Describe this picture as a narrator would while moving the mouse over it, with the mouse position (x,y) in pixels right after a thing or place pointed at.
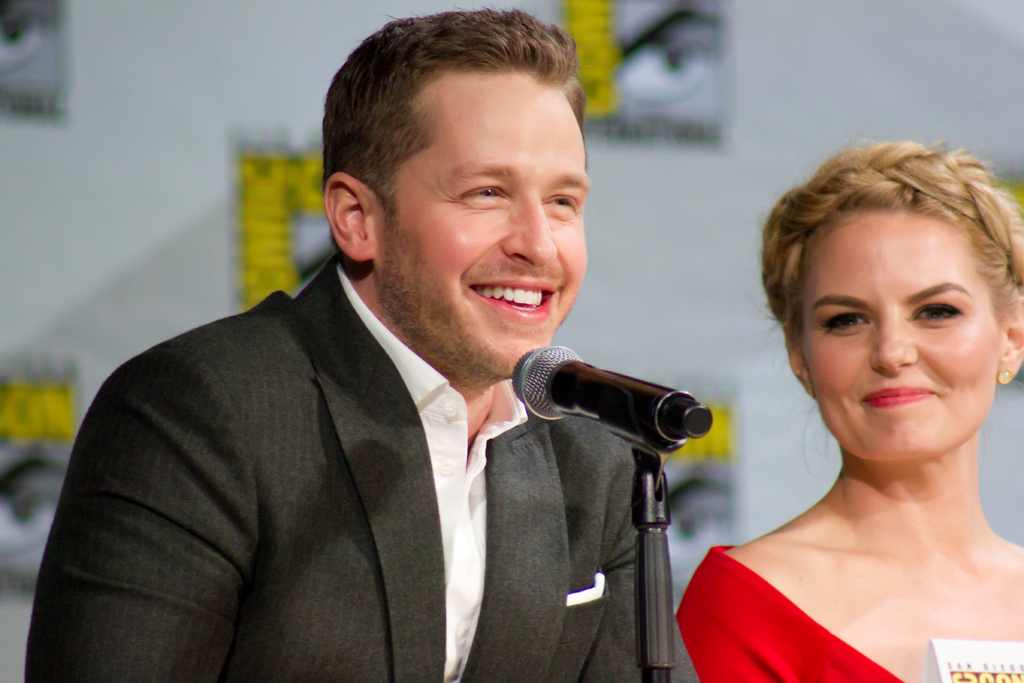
In this image there is a man (493,540) and a woman (787,543). They are smiling. There is a microphone (658,431) to its stand (664,497) in front of the man (510,370). Behind them there is a wall (723,63). In the bottom right (1001,671) there is a board (985,667).
